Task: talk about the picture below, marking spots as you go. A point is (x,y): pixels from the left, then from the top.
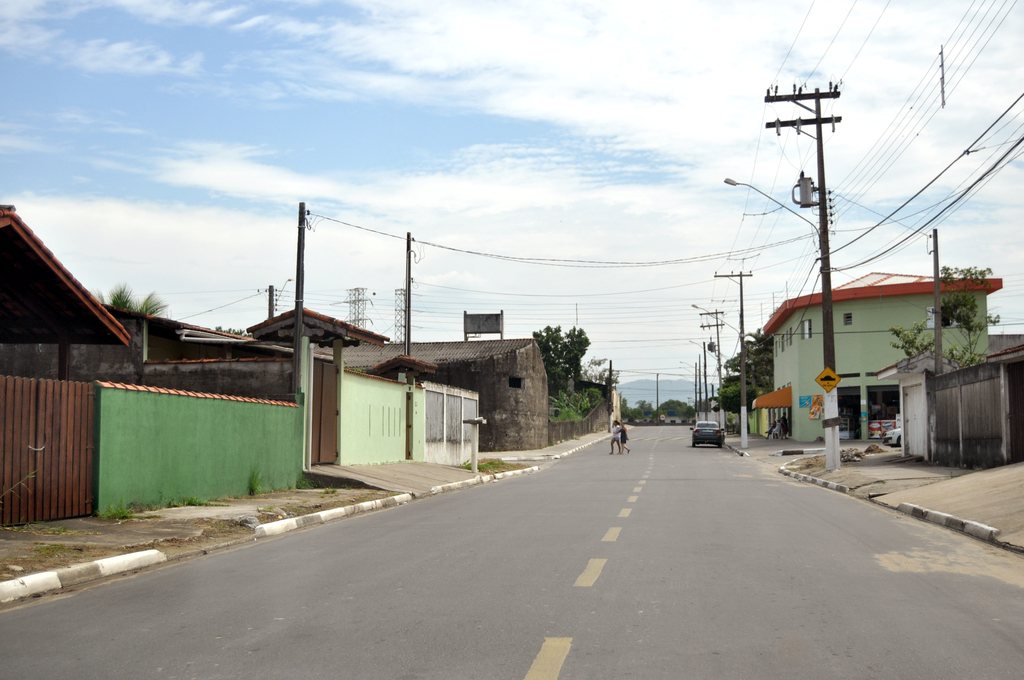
In this image we can see buildings (517,350), electric poles (270,291), electric cables (765,245), street poles (827,233), street lights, trees (567,396), persons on the road (598,500), motor vehicle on the road (874,548), sheds (89,314) and sky (531,158) with clouds (753,182) in the background (562,286).
